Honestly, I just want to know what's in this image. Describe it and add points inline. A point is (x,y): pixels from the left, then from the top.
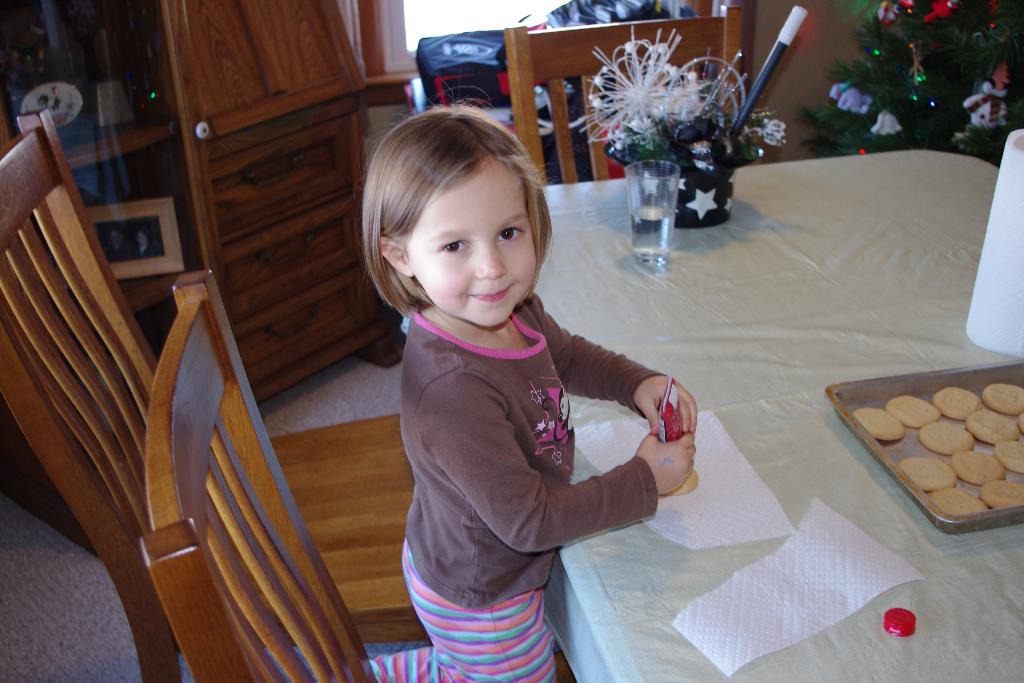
This is a picture taken in a room (679,457), there are a girl (459,452) sitting on a chair (323,584) in front of the girl (486,450) there is a table (770,313), table (810,302) is covered with a white cloth (871,261) on the table (846,312) there is a paper (703,512), cap (891,609) on tray (848,407) there are the cookies (947,429), glass (675,211) and a flower pot (701,148). Background of this table (715,247) is a Christmas tree (902,98) and a wooden wall (274,143).
